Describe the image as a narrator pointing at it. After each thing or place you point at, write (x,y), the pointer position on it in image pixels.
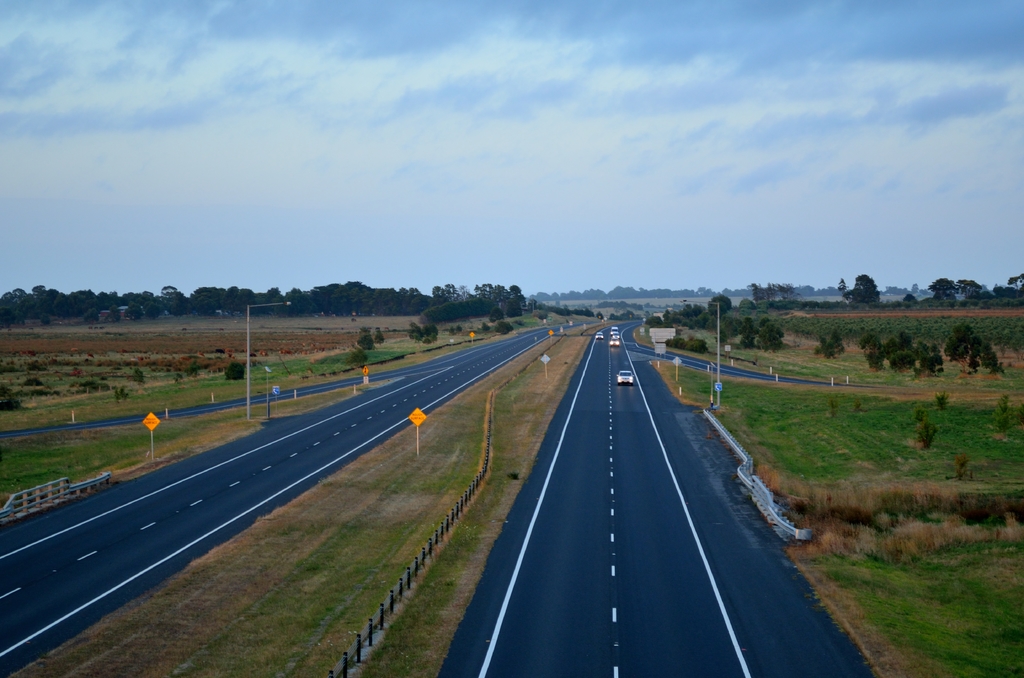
In this image there are vehicles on the road (378,416), there are poles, lights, boards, plants (975,513), trees (301,295), and in the background (737,205) there is sky (648,176).
